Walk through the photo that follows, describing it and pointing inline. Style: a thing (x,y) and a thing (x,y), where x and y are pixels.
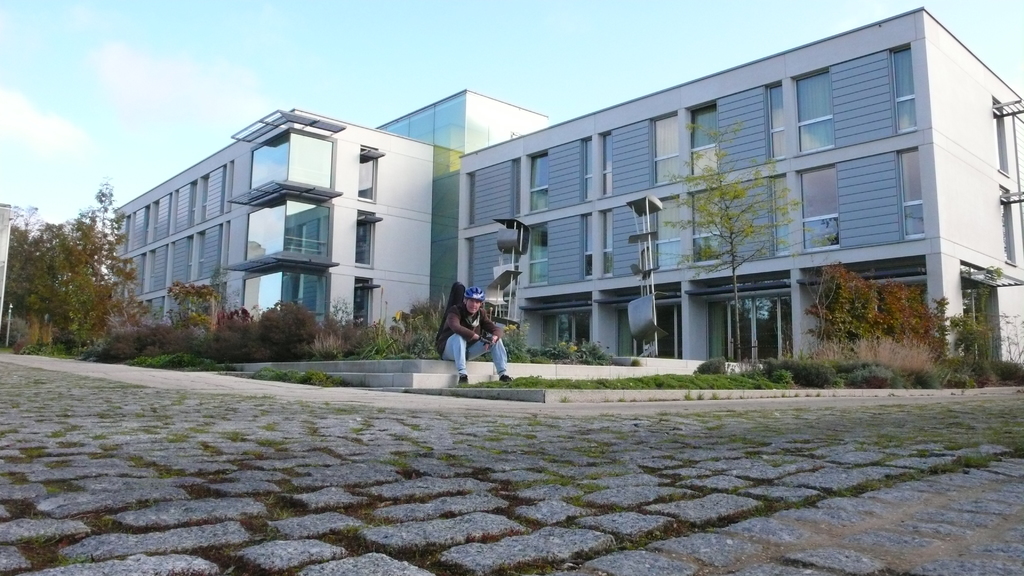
In this image, we can see a person (490,330) wearing clothes (473,326) and sitting in front of the building (464,277). There are some plants (881,318) and trees (209,290) in the middle of the image (409,324). There is a sky (401,53) at the top of the image (409,69).
